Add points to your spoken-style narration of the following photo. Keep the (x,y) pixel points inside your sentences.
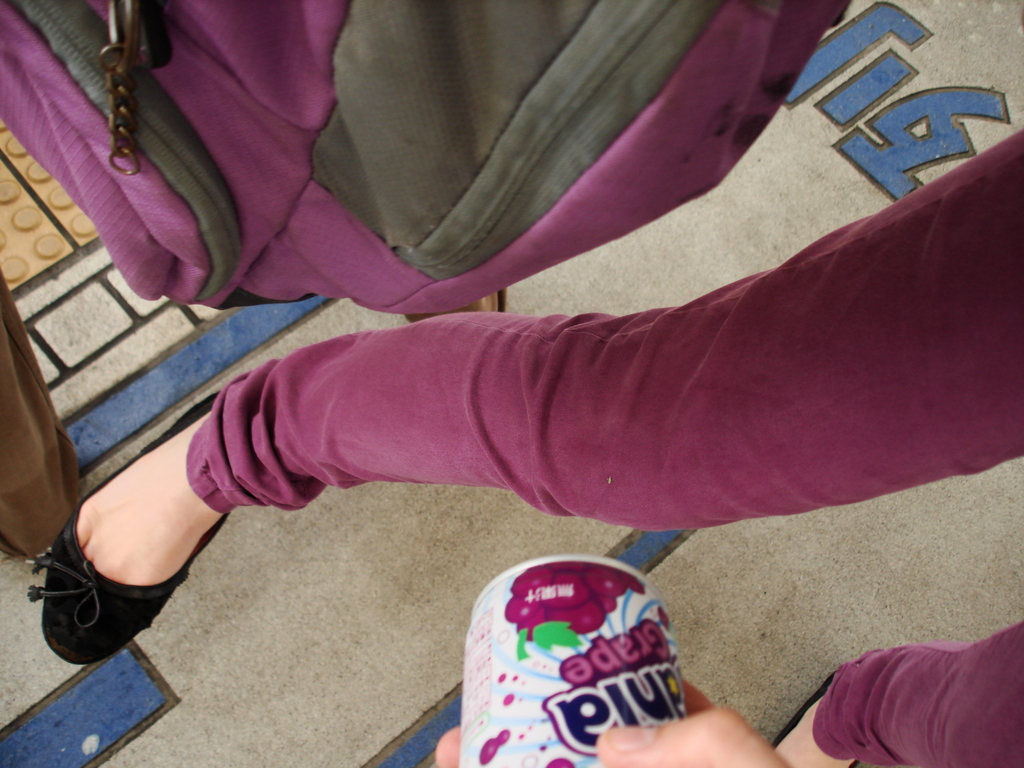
In this picture I can see a person (671,337), Holding a tin (609,614) in her hand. Beside her there is a purple color bag (300,138) and on the left (39,496) there is a brown colored trouser leg (42,444) of another person (30,375).
